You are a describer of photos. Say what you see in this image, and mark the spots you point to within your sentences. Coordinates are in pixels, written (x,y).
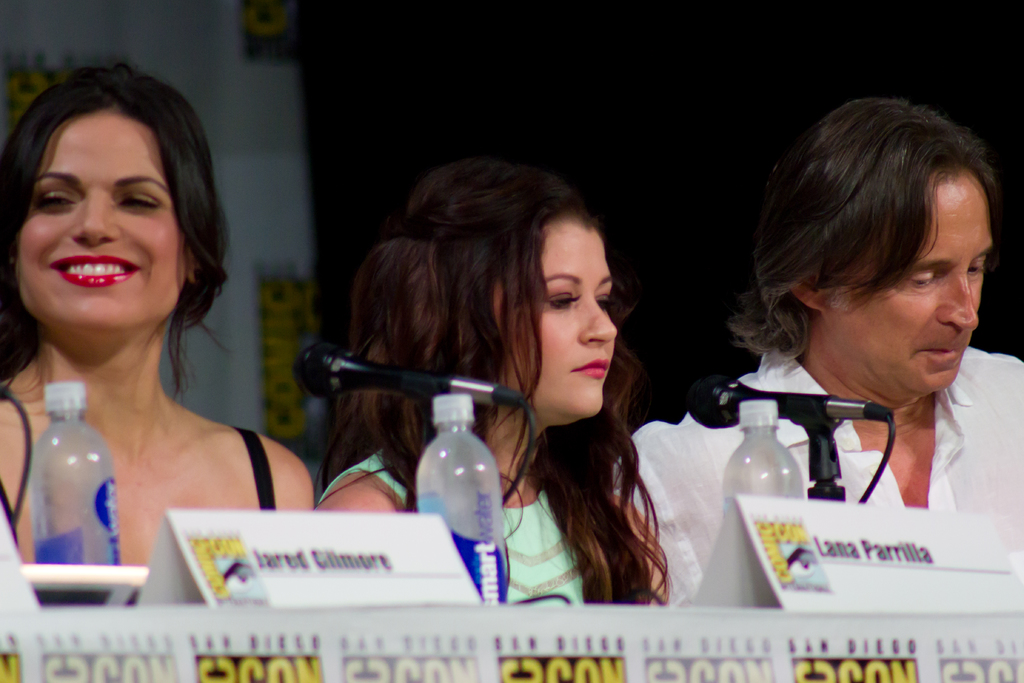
Here we can see three persons (576,376). There are mikes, bottles (495,511), and name boards (351,556) on a table (348,625). There is a dark background (693,56).
